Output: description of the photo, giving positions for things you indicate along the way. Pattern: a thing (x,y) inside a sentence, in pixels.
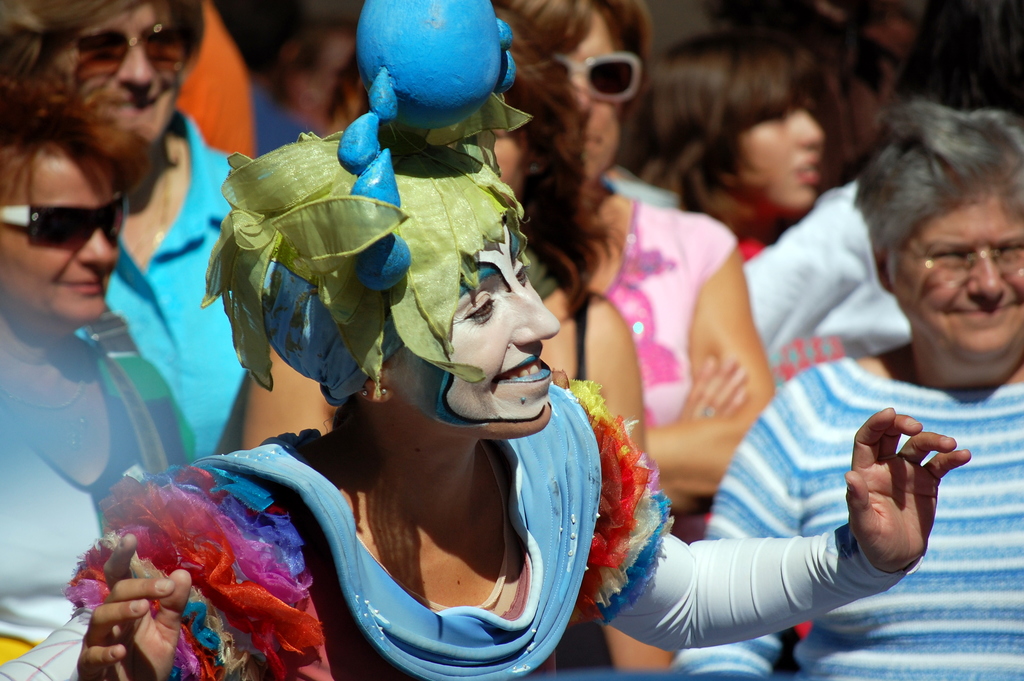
In this image I can see a person (435,502) wearing a costume (401,605) which is blue, orange, pink and green in color. In the background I can see few other persons (669,240) standing.
